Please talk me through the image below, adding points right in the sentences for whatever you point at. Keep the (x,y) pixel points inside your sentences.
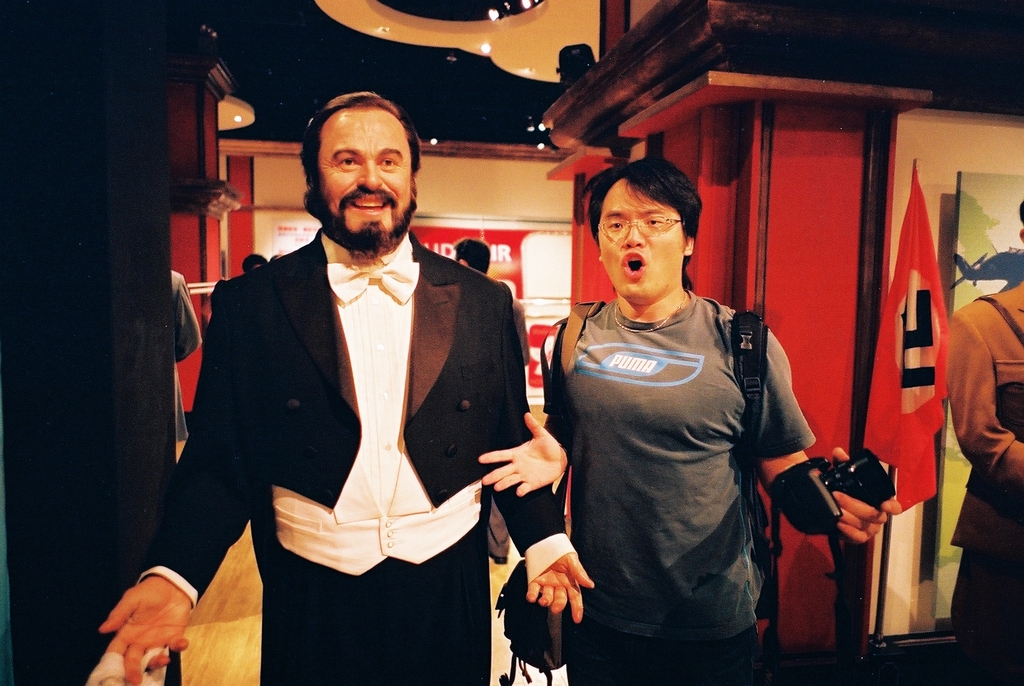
In this image I can see few persons (640,432) are standing and in the front (620,238) I can see one of them is holding a camera (791,510) and carrying few bags (738,351). In the background (925,270) I can see a flag (939,371), number of boards (543,263) and number of lights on the ceiling (406,80).
